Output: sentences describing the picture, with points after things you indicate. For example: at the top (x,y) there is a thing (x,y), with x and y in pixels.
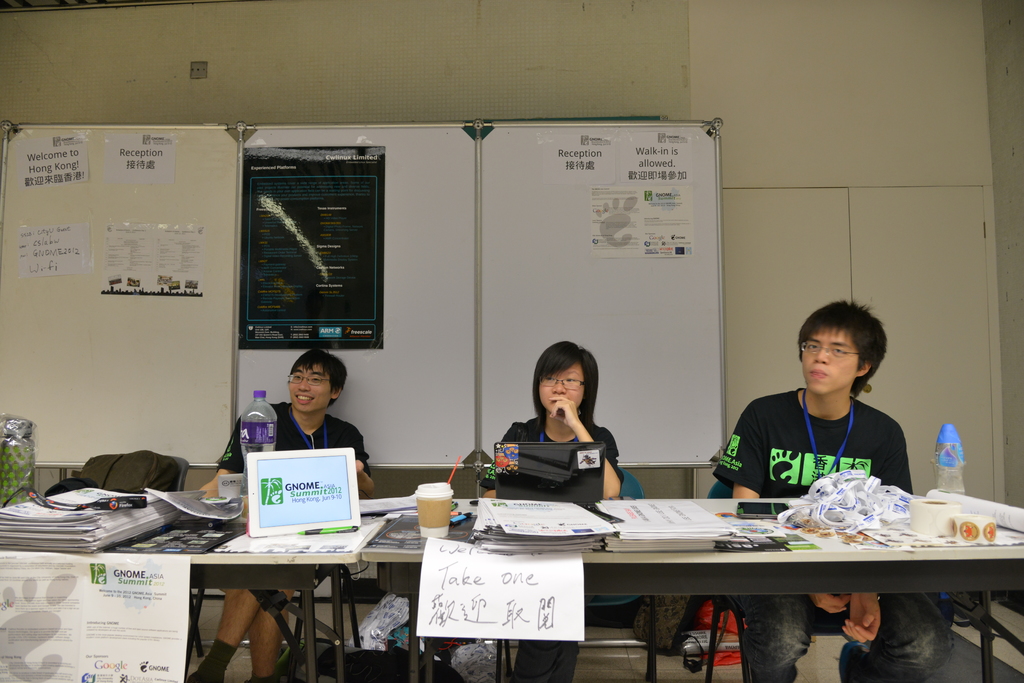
In this image there are 3 persons (775,494) sitting in chair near the table (653,560) and in table (970,555) there are cup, tissue roll (943,518), book (661,548), paper (614,549), straw (451,473), bottle (245,448), i pad (261,486) and in back ground (253,363) there is a white board (380,463) with some stickers (322,239).
